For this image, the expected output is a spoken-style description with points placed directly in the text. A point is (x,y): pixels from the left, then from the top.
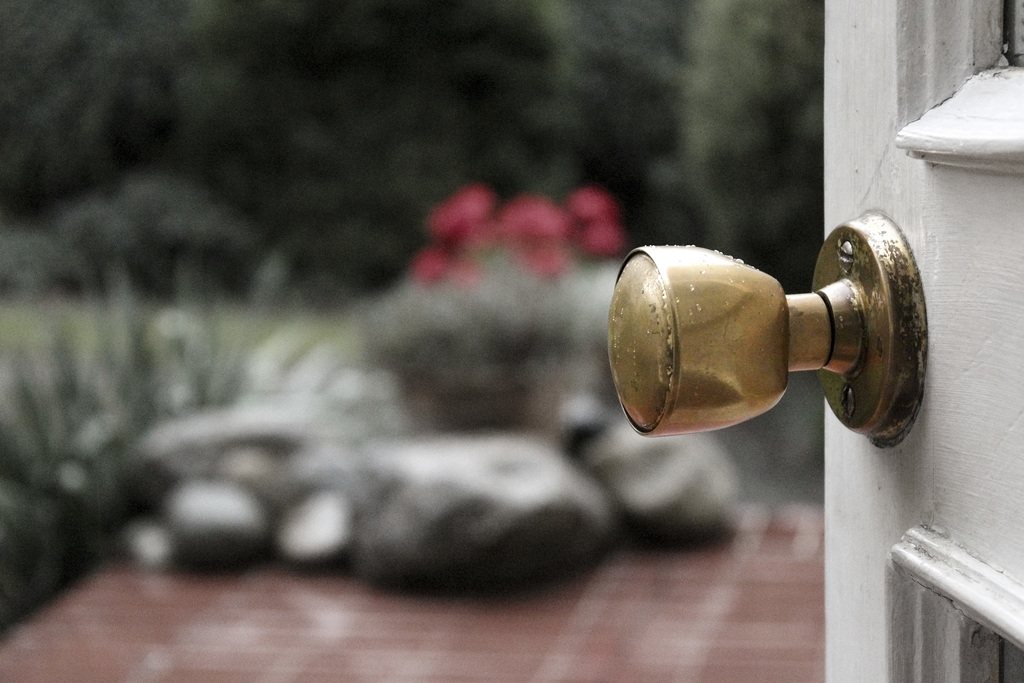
This image consists of a door (1008,527) along with a knob (750,365). In the background (295,337), there are trees (161,127) and plants (51,495).
